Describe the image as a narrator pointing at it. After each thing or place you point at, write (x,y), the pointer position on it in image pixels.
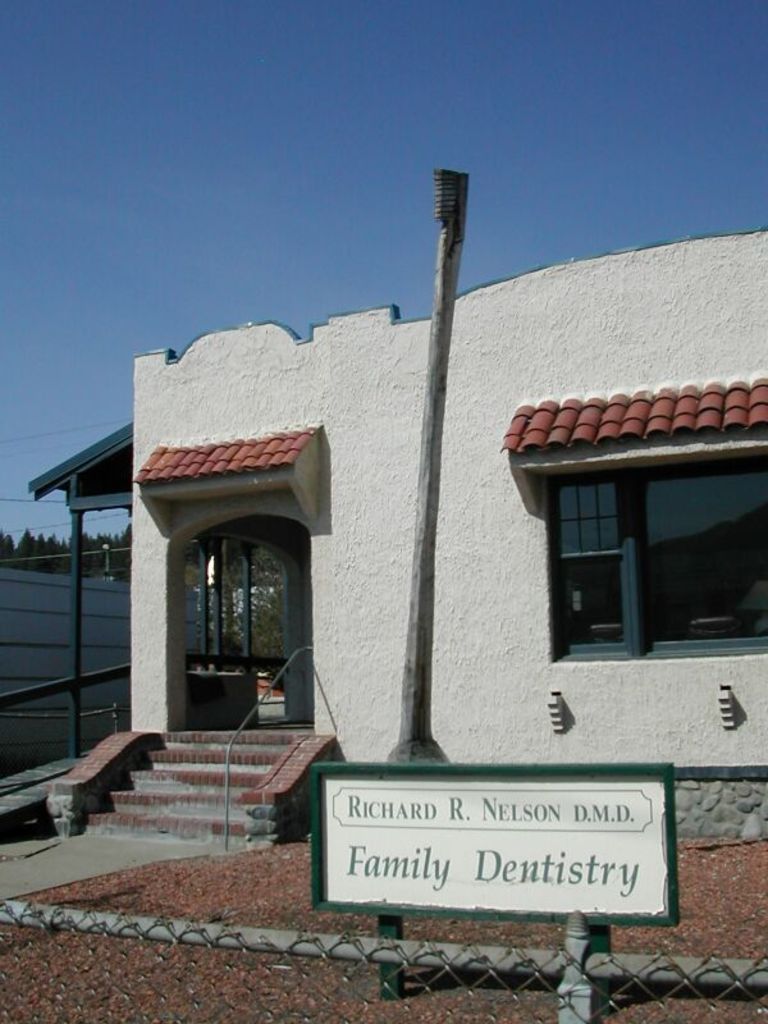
Here we can see a house (347,375), window (643,590), pole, board (610,864), and a fence (311,965). In the background (37,59) we can see trees (238,641), wall (61,645), and sky (166,218).
